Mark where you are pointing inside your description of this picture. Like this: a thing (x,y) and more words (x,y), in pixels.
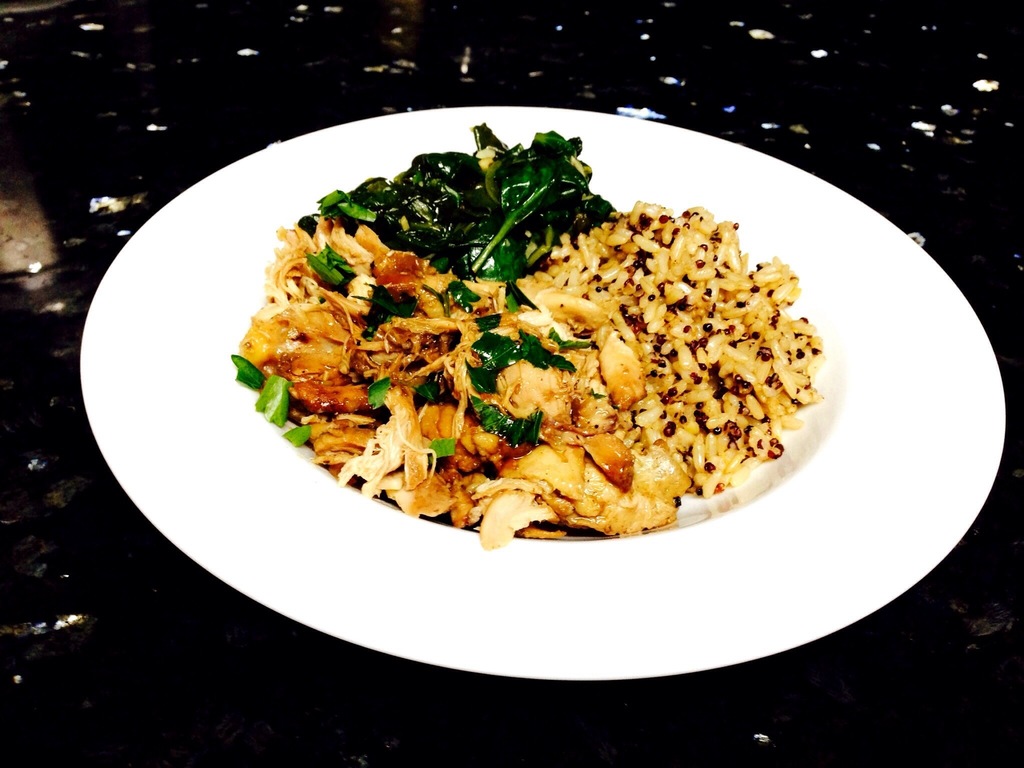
There is a food item (456,289) kept in a white color plate (187,350) as we can see in the middle of this image (381,505).
